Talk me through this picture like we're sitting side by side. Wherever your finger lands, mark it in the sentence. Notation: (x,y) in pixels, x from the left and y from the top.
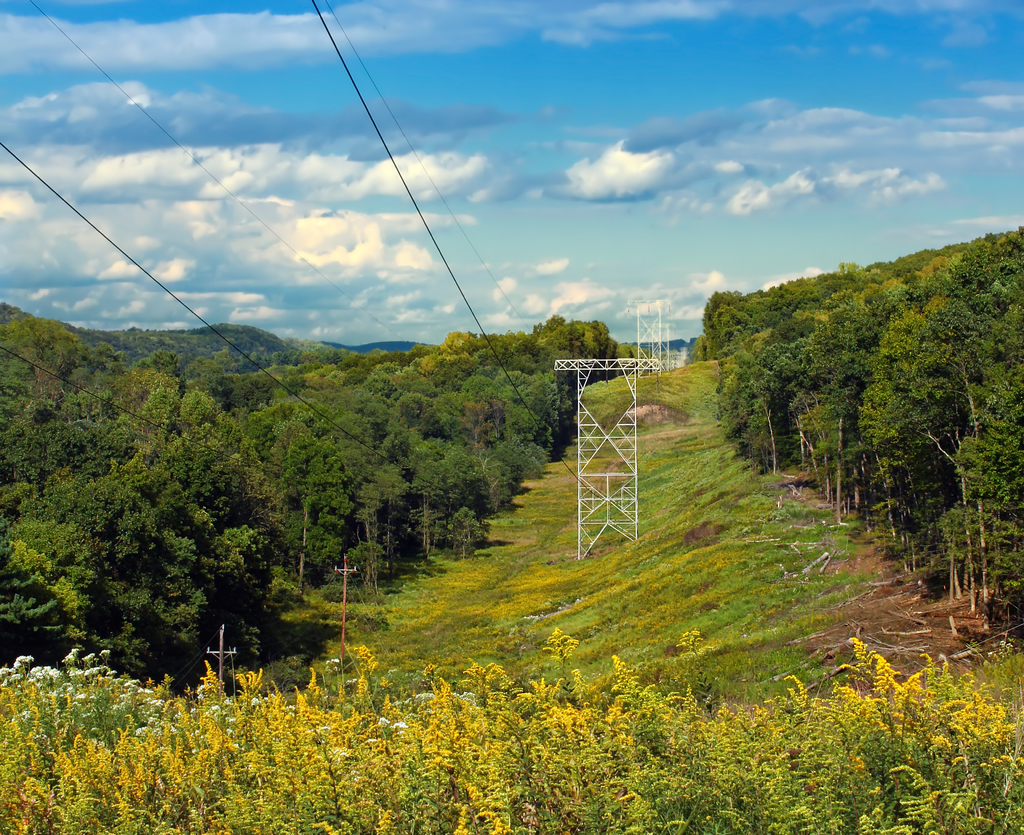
In the center of the image (625,392) we can see a towers (579,496), poles (344,566), grass (620,588) are present. On the left (184,461) and right side of the image (770,351) we can see a trees (346,457). In the middle of the image (350,344) mountains (237,345) are there. At the top of the image (558,133) clouds (627,178) are present in the sky (582,89).
